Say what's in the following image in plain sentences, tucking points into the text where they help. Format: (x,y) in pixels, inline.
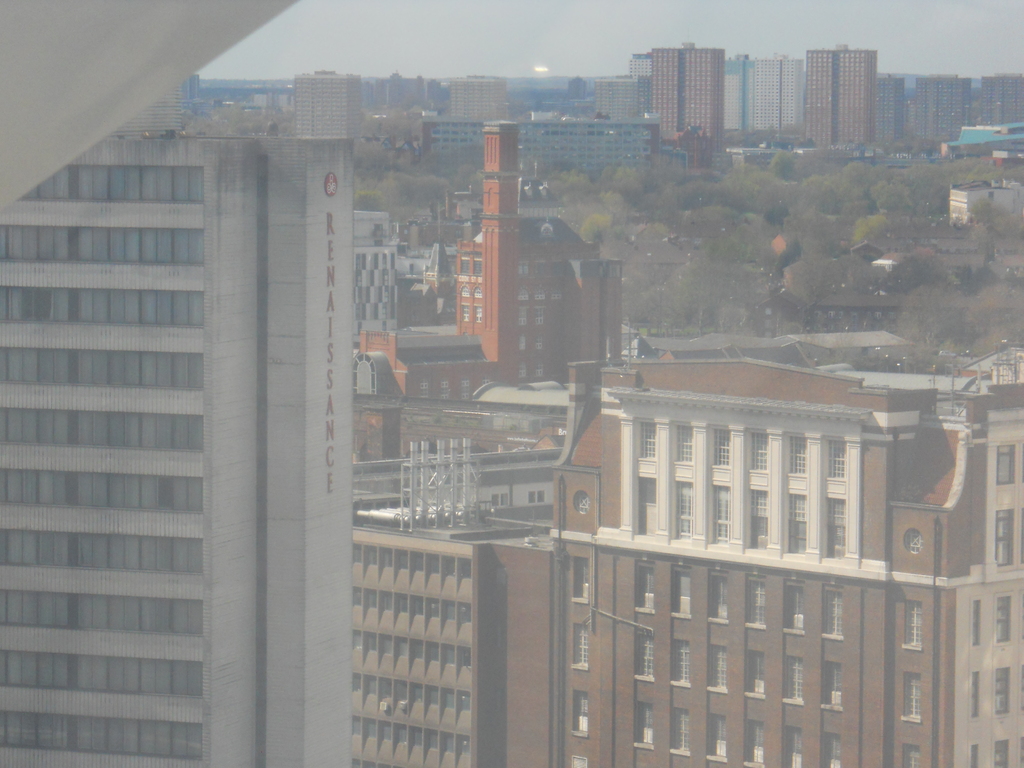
In this image I can see few buildings (324,378), few windows (176,481) of the buildings (471,589) and few trees (699,225). In the background (551,58) I can see the sky (538,58).
